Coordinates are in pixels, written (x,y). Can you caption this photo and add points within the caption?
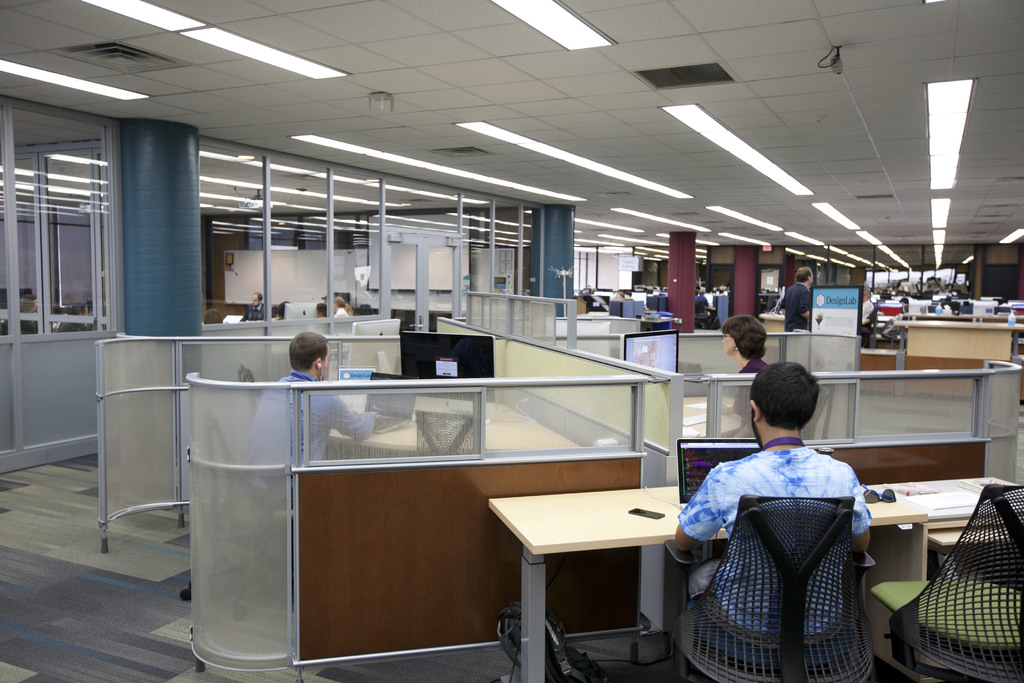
This image looks like a office (543,290) in which the people (799,446) are working on their desk (621,523) in front of the desktop (663,348). At the top (664,176) there is a ceiling (206,90) and lights (732,141) in between them.
